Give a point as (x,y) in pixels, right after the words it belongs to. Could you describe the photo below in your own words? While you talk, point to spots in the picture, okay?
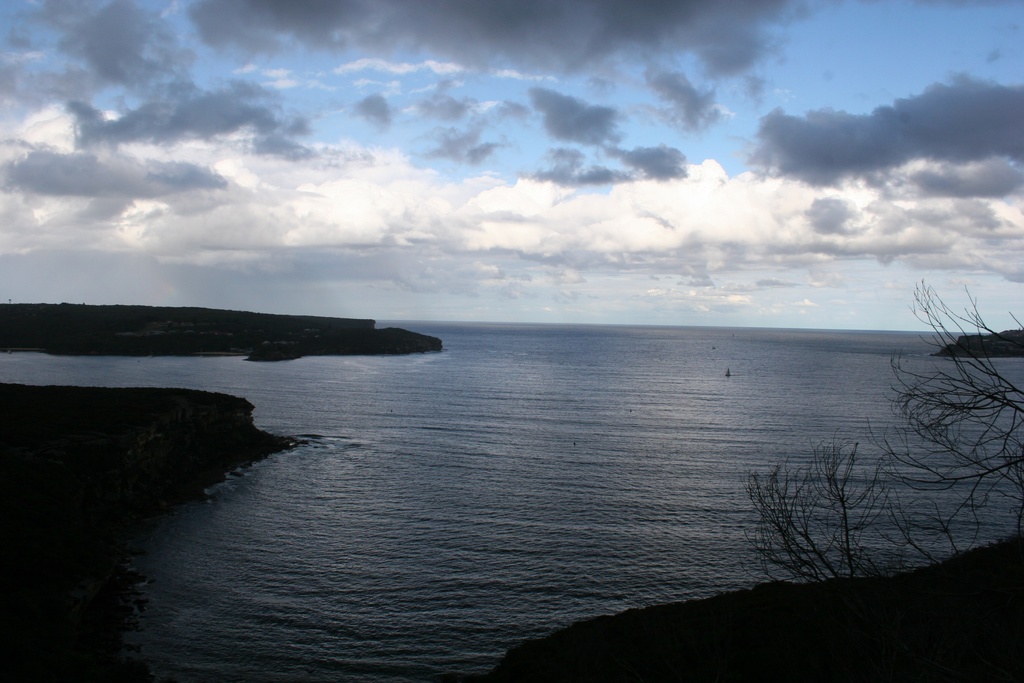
In this image in the front (758,542) there are dry plant (820,517). In the center (506,455) there is water (569,446) and on the left side (312,341) there are objects (206,424) which are black in colour and the sky (487,171) is cloudy.
